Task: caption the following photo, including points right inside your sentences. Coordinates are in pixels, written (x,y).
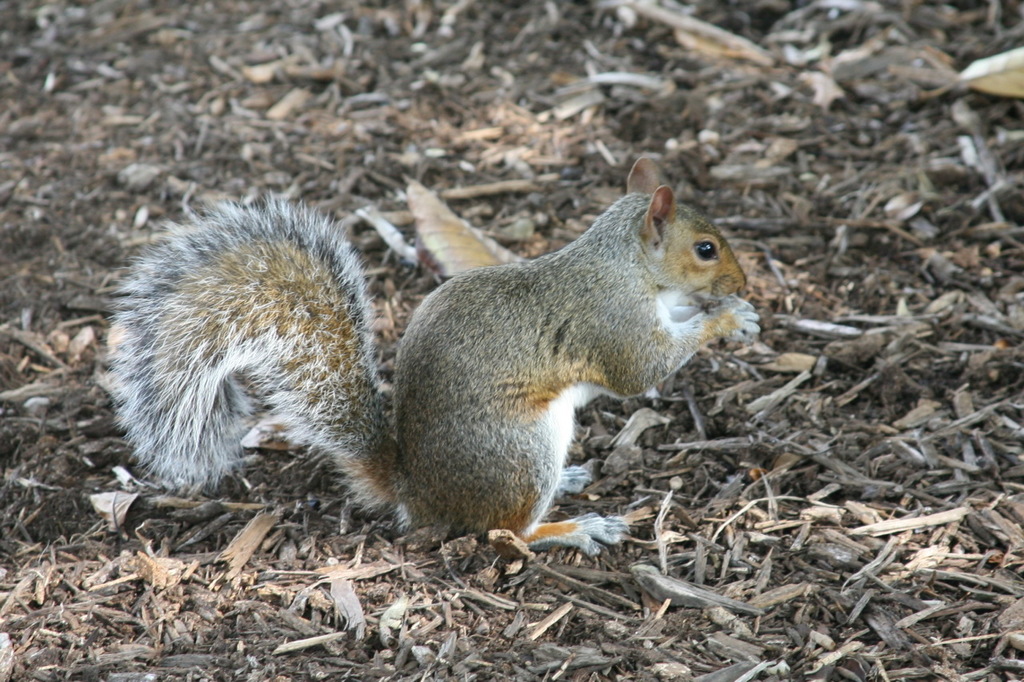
This picture shows a squirrel (296,337) on the ground (777,327). It is white, brown and grey in color and we see wooden pieces (390,275) on the ground (657,448).
